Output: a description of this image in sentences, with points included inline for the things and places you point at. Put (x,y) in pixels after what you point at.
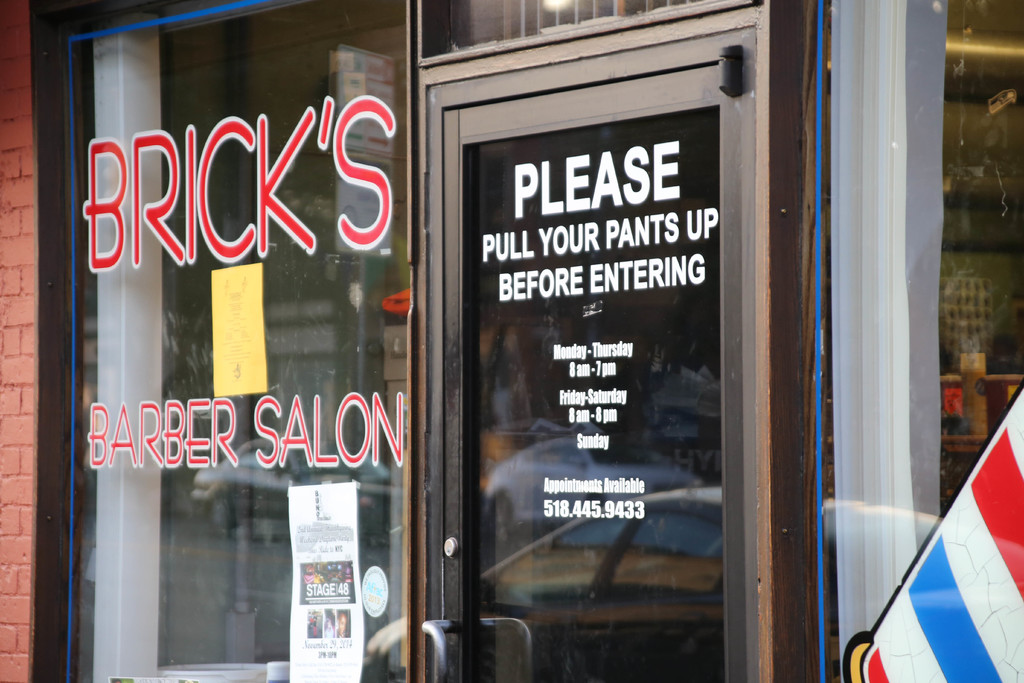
In this image we can see a door (477,403) and some text (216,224) on it.
